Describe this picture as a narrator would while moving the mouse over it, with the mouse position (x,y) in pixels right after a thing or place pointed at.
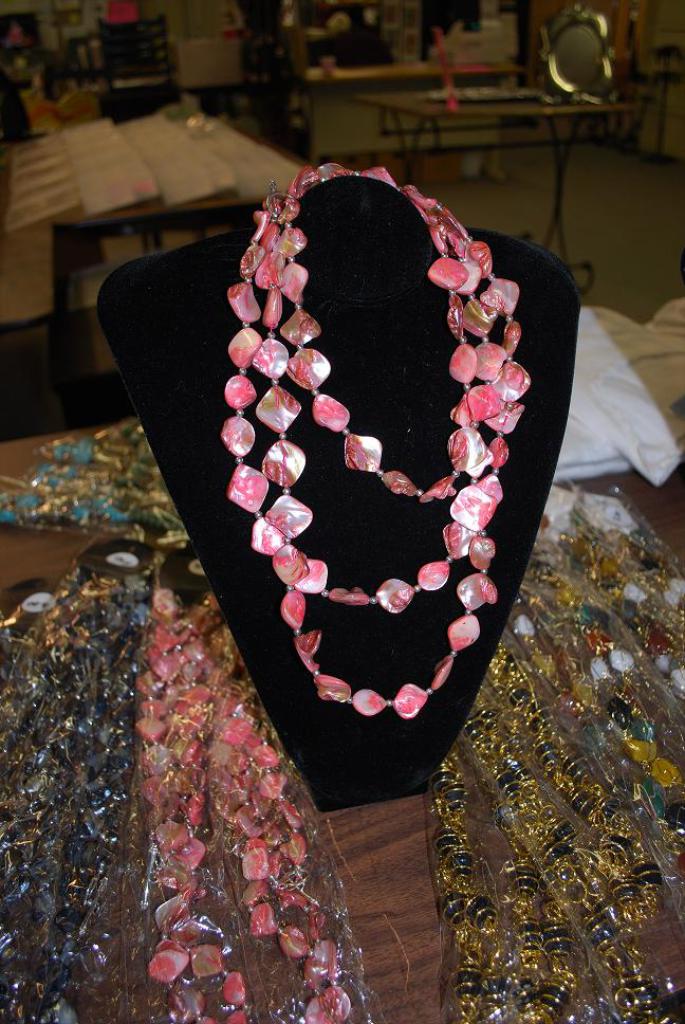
In this image in the center (445,679) there is a necklace (419,492), and at the bottom (389,939) there is a table (478,917). On the table (420,808) there are some chains (298,829) and plastic covers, in the background (522,131) there are some tables (519,103), mirror (564,71) chairs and some boards (141,160).
